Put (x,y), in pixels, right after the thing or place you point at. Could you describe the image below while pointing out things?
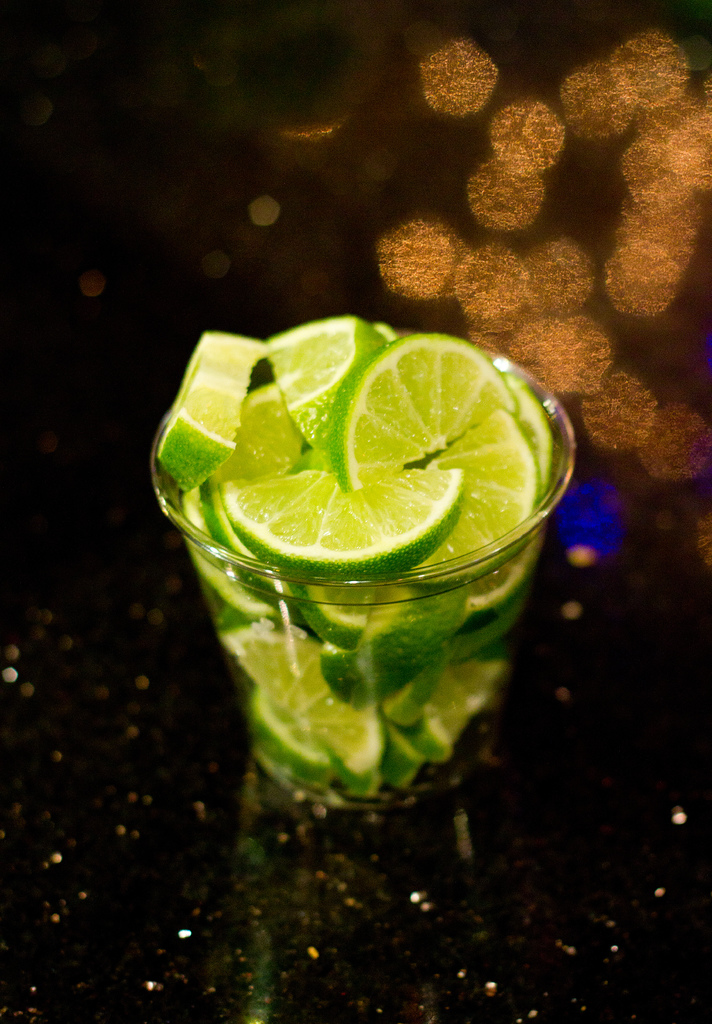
In the picture we can see a table (442,886) which is black in color and on it we can see a glass (310,719) full of lime slices (322,709).
